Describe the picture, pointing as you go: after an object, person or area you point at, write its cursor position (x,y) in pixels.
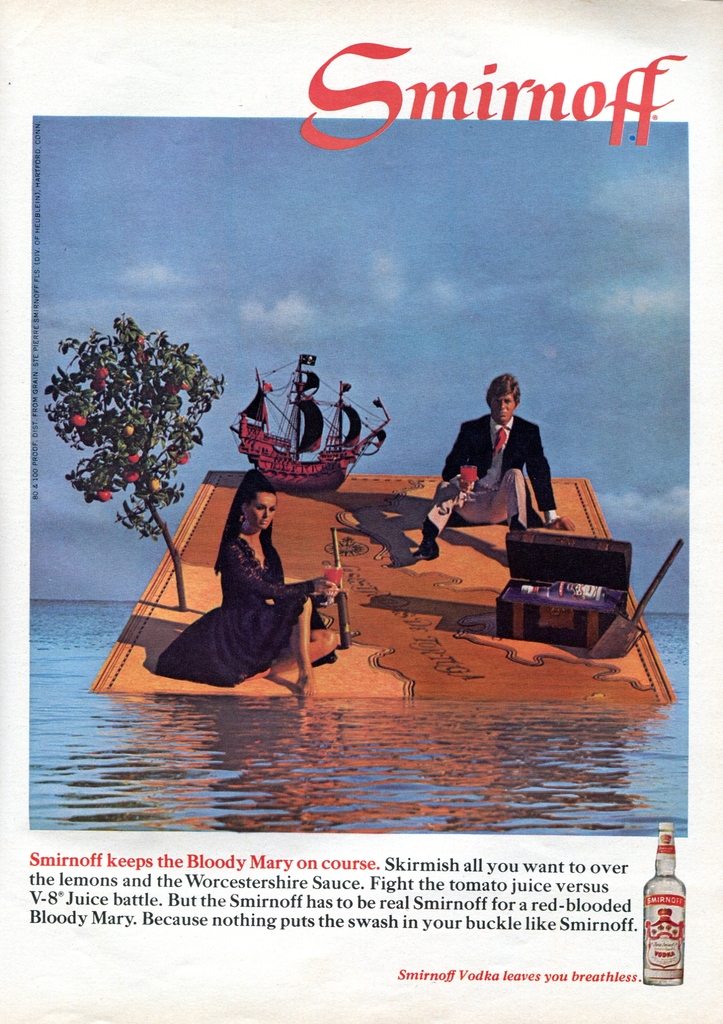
In this picture I can see a paper (435,399), there is a picture (333,287) of two persons (250,544) sitting on the wooden object (286,500), which is floating on the water (395,705), there is a tree (182,462), ship (340,444) and there is a kind of a treasure box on the wooden object (317,570), and there are words (378,924) on the paper (480,989).
